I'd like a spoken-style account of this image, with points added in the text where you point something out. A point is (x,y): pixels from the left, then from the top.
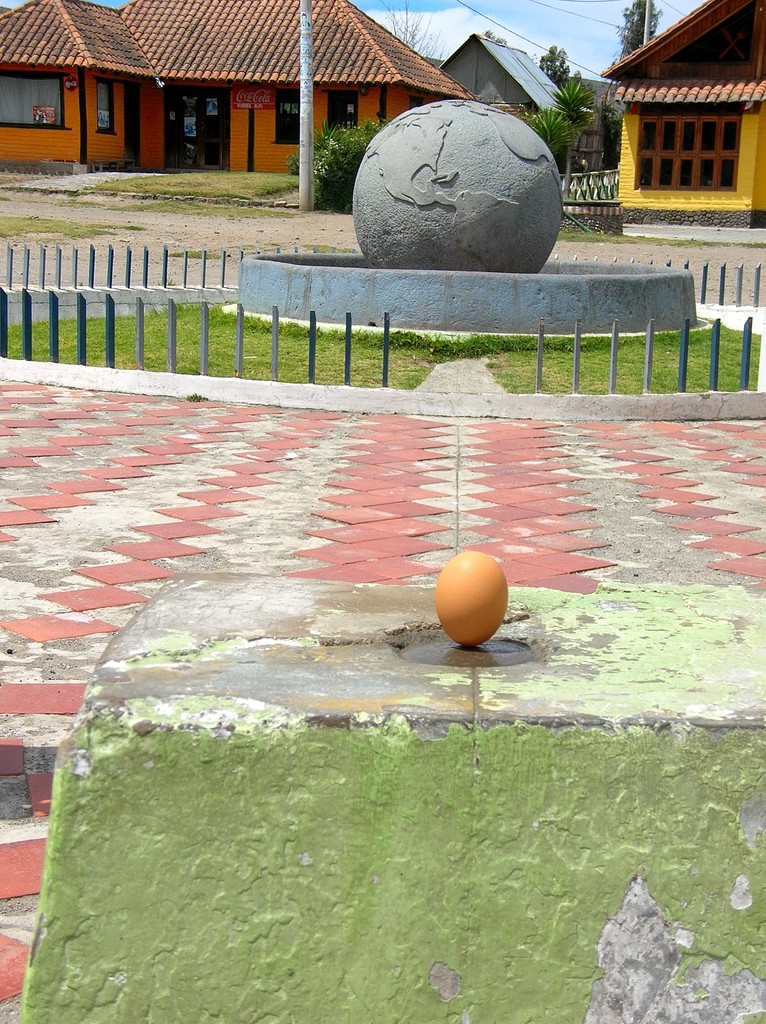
In this image in the front (439,596) there is an egg (462,620) on the stone (421,665). In the center (359,351) there is grass (416,341) on the ground (522,348) and there are buildings (27,130) in the background (353,98), there are trees (571,91) and the sky (435,26) is cloudy.
